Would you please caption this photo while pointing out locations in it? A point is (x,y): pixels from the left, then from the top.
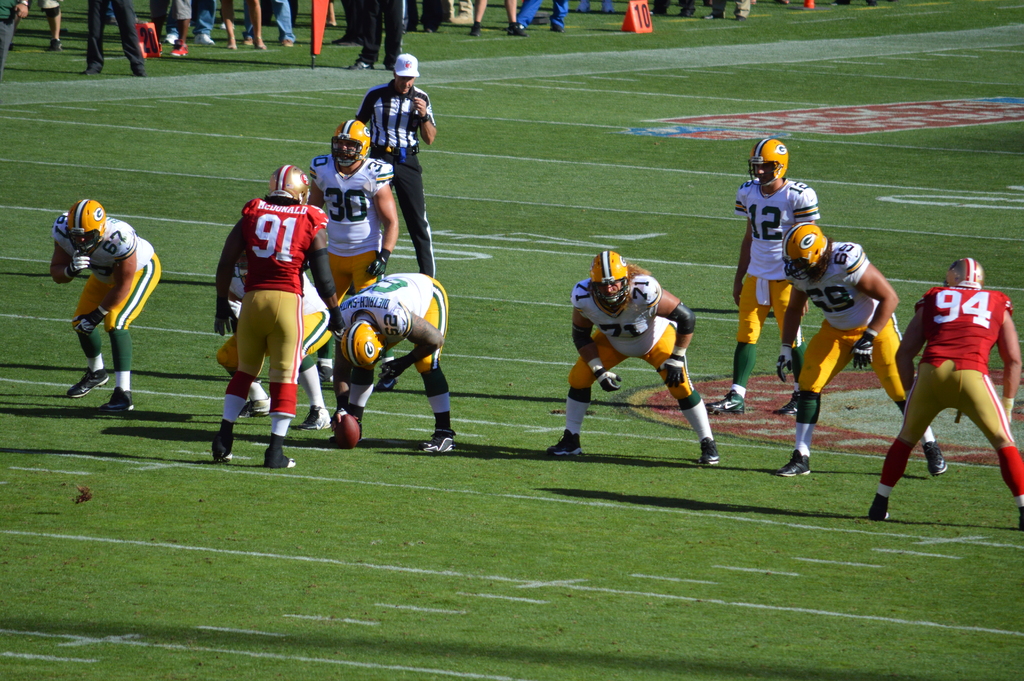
In the picture I can see people (347,203) among them some are standing on the ground (534,211) and some are in a bending position on the ground (525,234). I can also see a ball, white color lines (175,90), the grass (525,369) and some other objects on the ground (334,118).
